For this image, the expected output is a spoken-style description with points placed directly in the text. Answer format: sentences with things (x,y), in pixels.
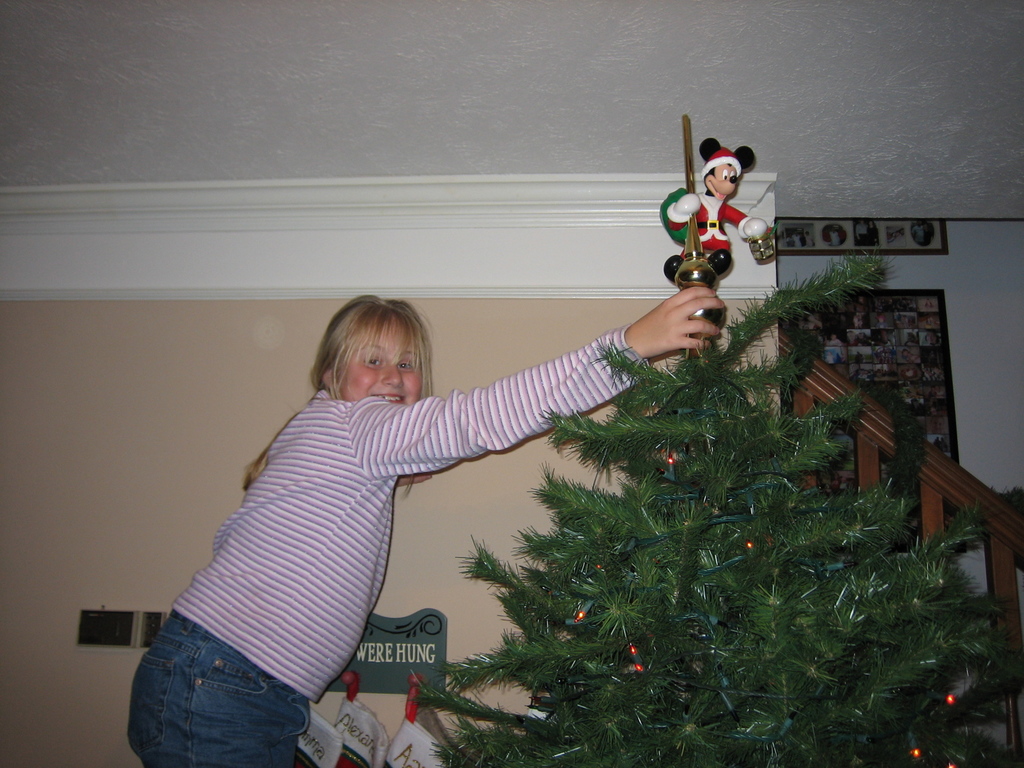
In the image there is a girl (266,534) in pink and white striped t-shirt (297,525) holding christmas tree (736,468), in the back (943,463) there is a staircase (1015,549), there is a mickey mouse (715,247) above the tree (859,644).
